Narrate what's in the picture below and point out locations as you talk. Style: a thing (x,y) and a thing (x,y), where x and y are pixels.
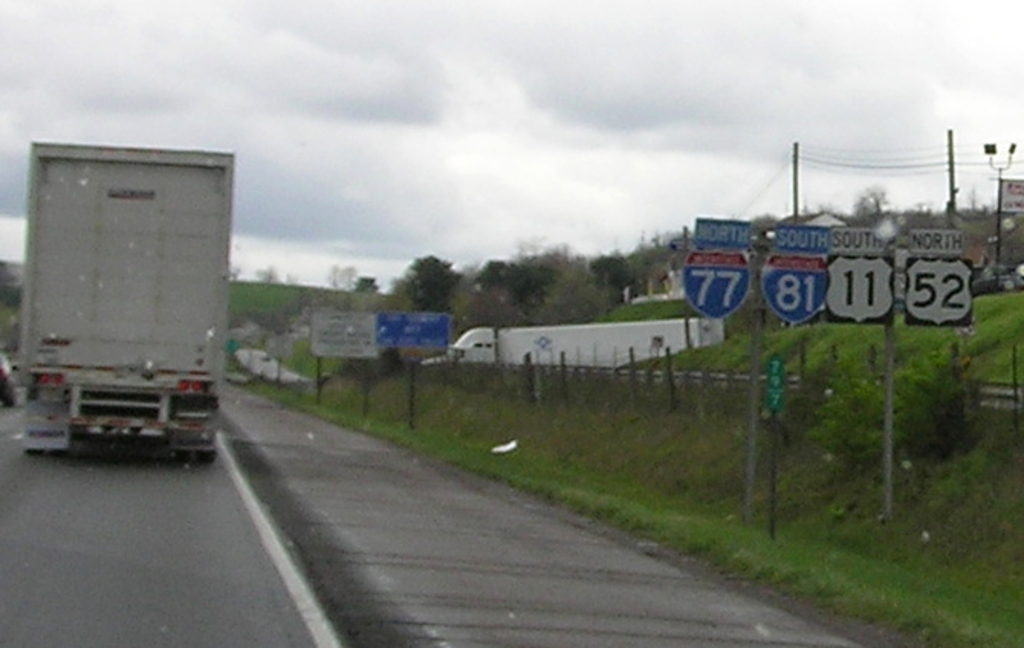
In this picture I can see a vehicle (45,429) on the road (79,640). Here I can see a fence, grass (722,488), plants (864,417) and trees (554,300). Here I can see poles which has wires (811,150). In the background (501,111) I can see the sky (484,102).
